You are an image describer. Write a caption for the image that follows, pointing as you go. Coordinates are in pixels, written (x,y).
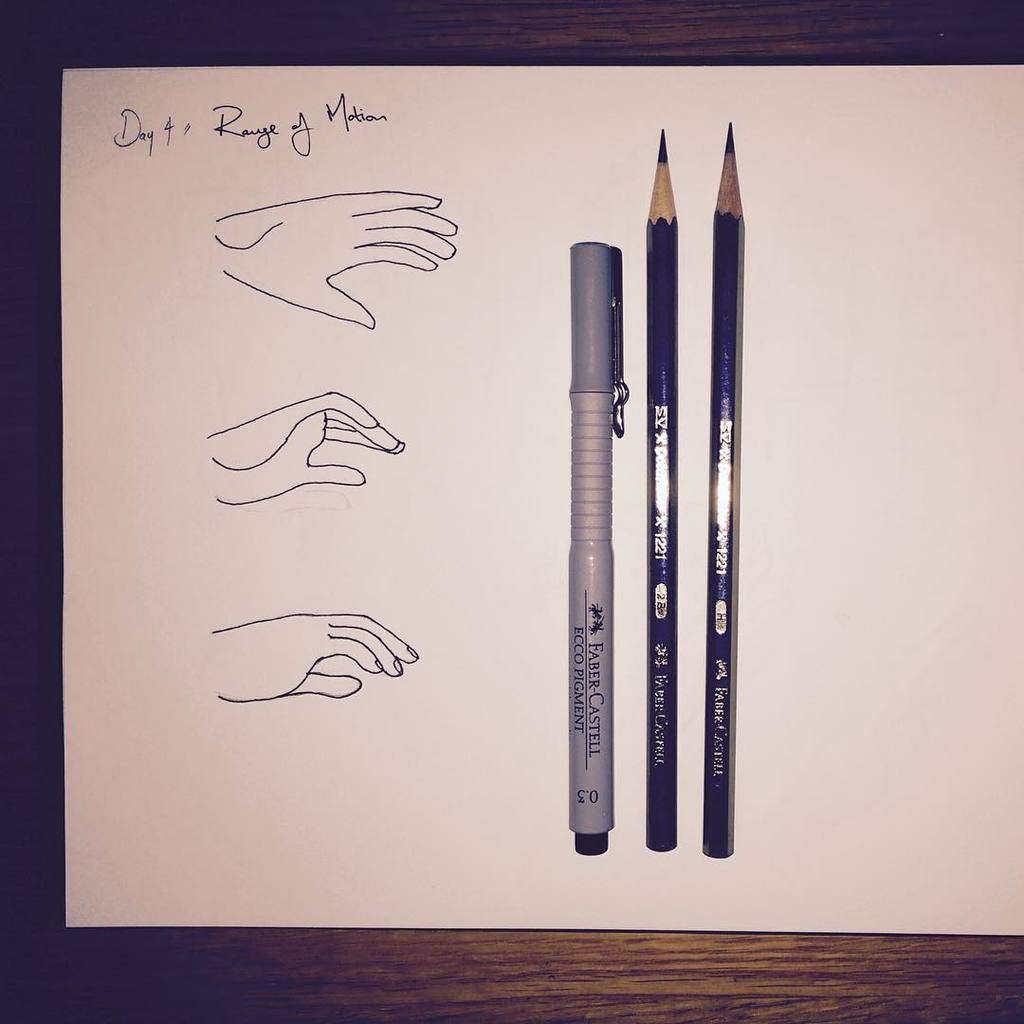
In this image I can see two pencils (662,461), pen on the white color paper (805,609). I can see the sketch (235,226) of the hands (351,637) and something is written on it. Paper (663,75) is on the brown color surface (803,17).
